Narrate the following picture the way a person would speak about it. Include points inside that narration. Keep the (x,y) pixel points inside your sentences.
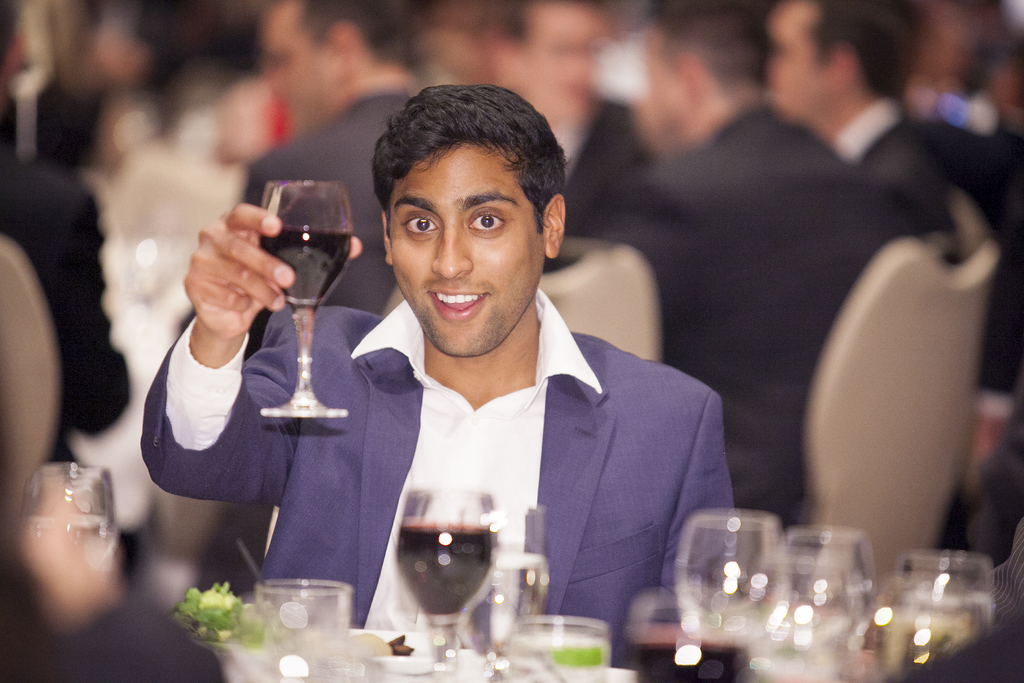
In the front of the image (513,358) I can see a man (497,442) is holding a glass (320,412). In-front of that man (427,481) there are glasses (460,561), food (223,601) and objects (395,659). In the background of the image (736,480) is blurred. There are people (817,331) and chairs (895,293).
